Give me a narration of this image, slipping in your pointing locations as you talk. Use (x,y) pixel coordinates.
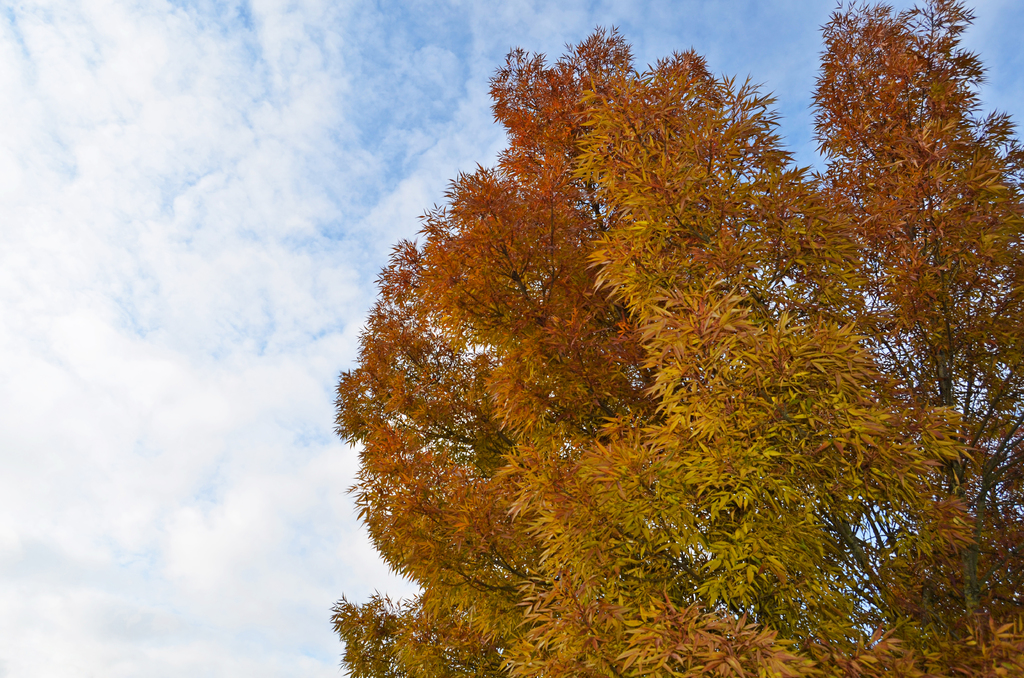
In this picture I can see there is a tree (569,416) at the right side (806,295) and the sky (320,286) is cloudy.
